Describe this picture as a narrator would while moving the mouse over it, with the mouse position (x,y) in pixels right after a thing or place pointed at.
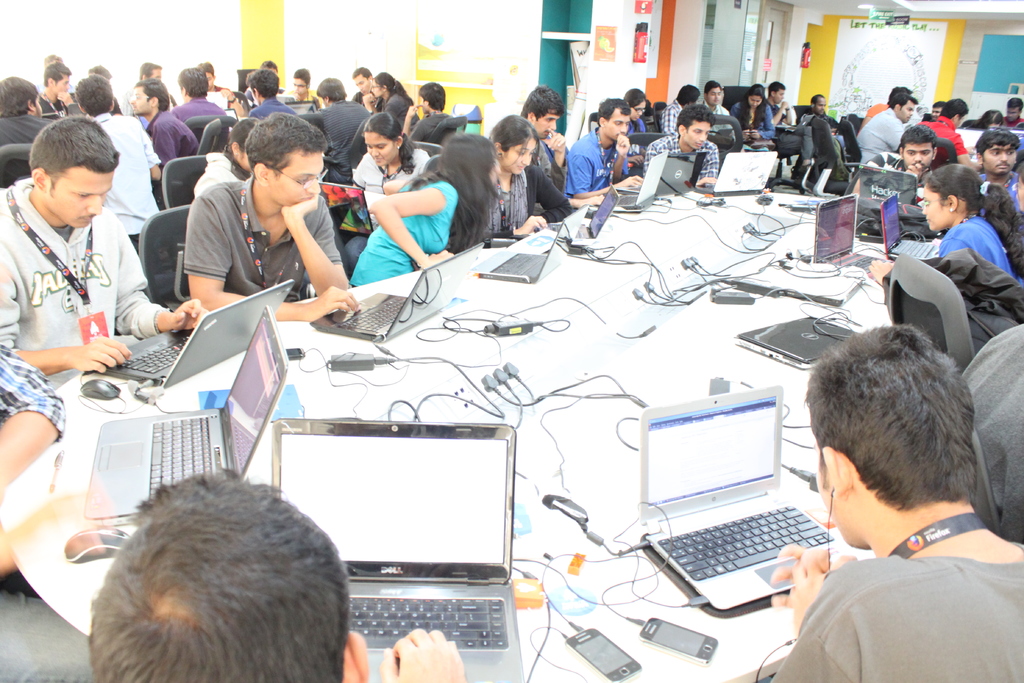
In this image we can see the people (434,198) sitting on the chairs (738,88) in front of the table (609,319) and on the table (589,346) we can see the laptops (362,430), mobile phones (610,660), wires (459,401) and also some other objects (570,519). We can also see the wall (629,66), fire extinguishers (637,49), door (777,53) and also the boards (920,58). We can also see the ceiling (848,13) with the lights (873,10).
